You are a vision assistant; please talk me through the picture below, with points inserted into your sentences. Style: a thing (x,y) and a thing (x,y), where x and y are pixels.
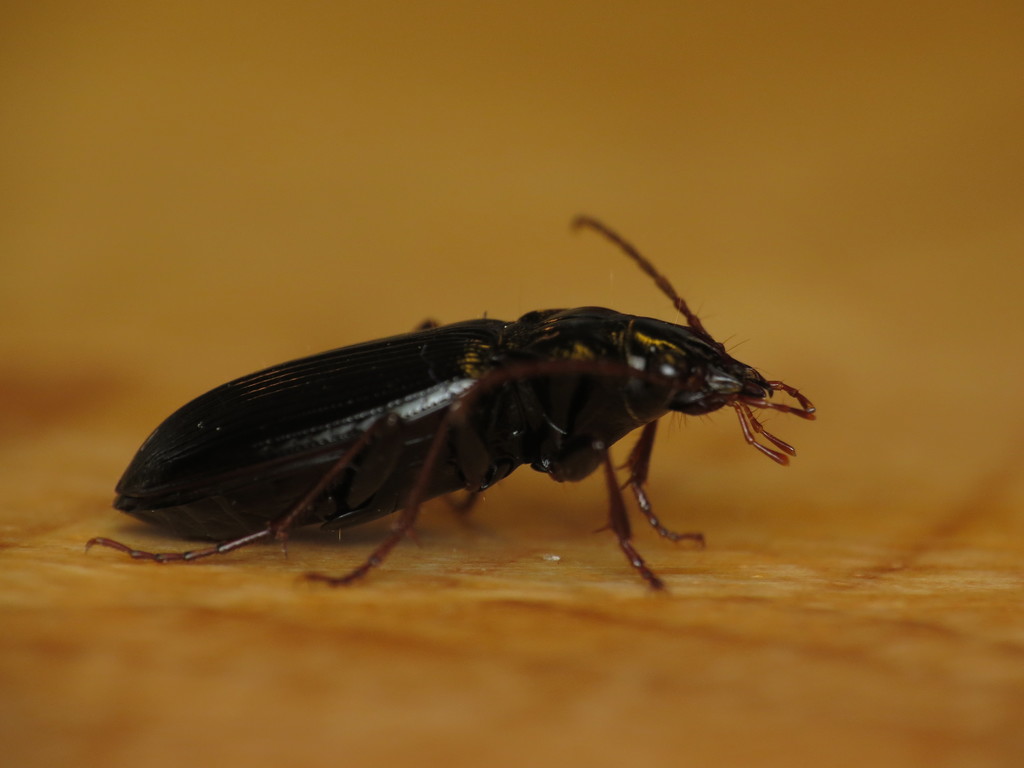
In this picture we can see an insect (428,433).
